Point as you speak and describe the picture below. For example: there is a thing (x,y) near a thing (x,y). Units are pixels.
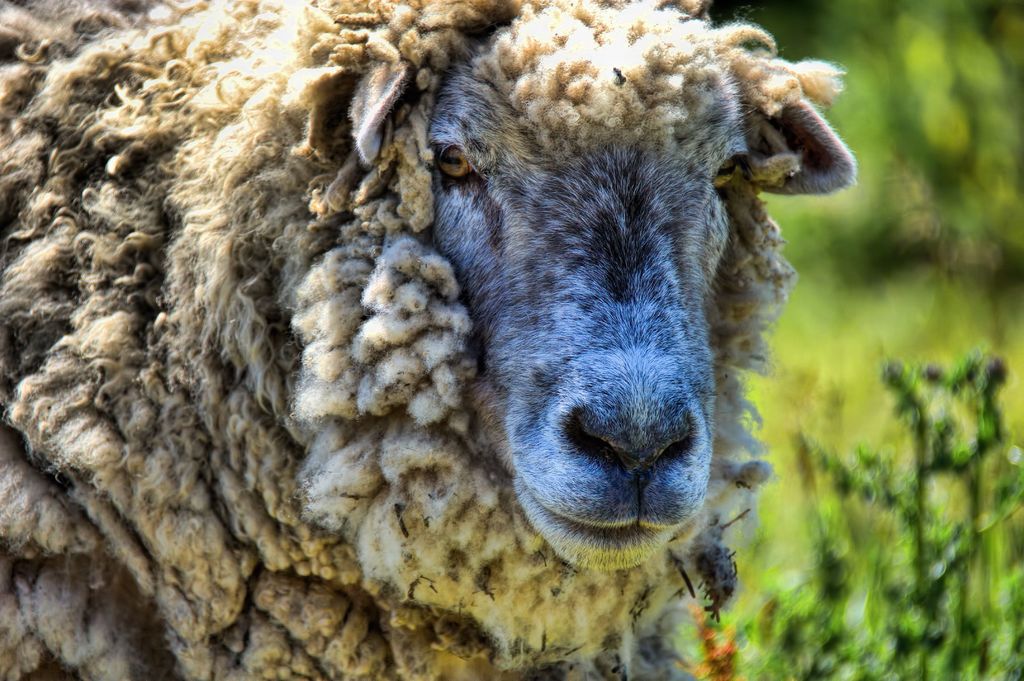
In this picture I can see a sheep (404,332), on the right side (914,241) there are plants (885,454).
